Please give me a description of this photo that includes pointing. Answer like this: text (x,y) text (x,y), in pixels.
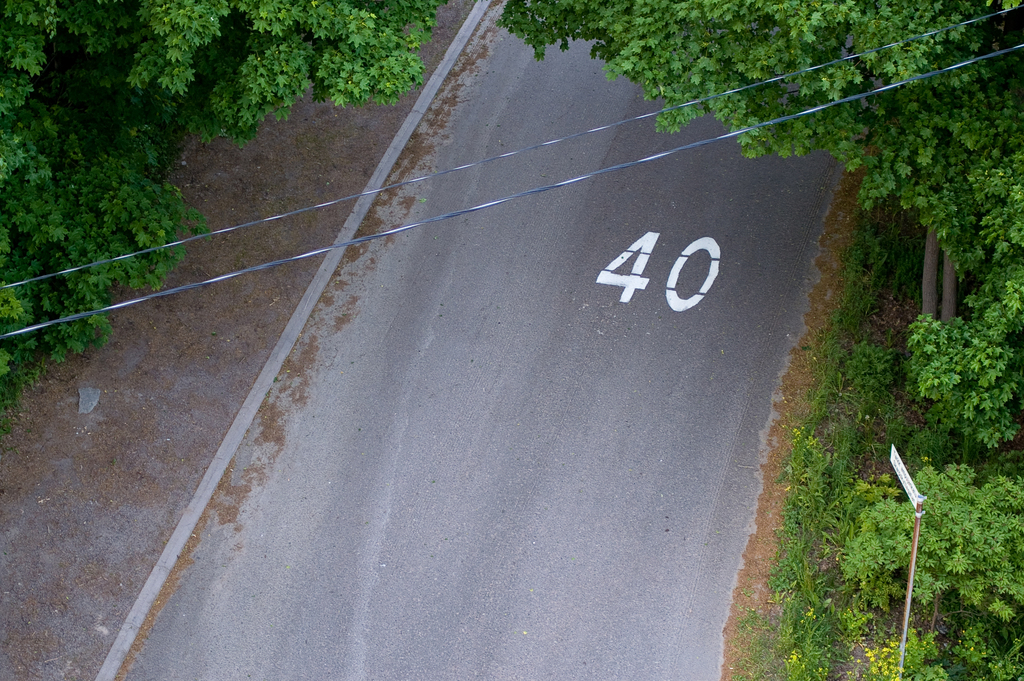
In this image we can see road (579,485). To the both sides of the road (576,508), trees (98,163) are there and wires (308,257) are there.
